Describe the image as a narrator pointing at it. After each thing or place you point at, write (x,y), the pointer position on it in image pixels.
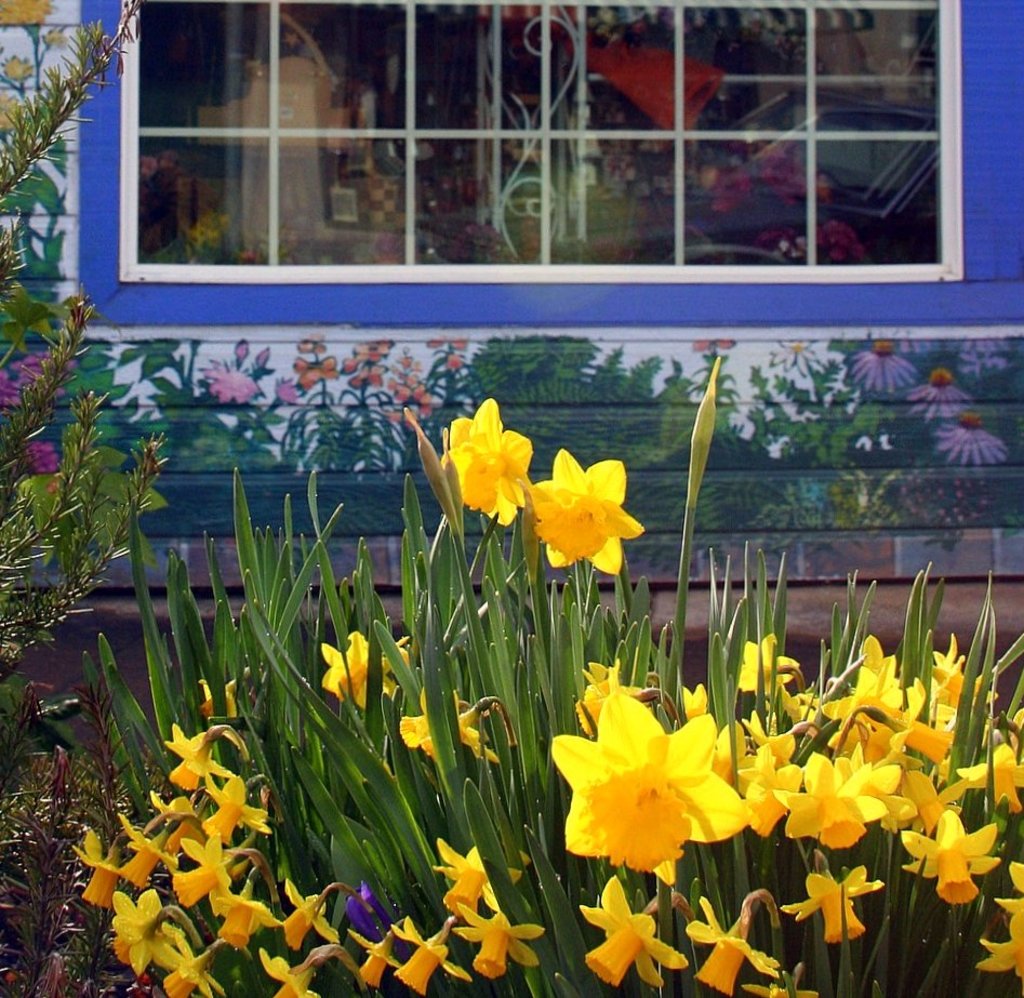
In the image we can see there are yellow colour flowers (922,783) on the plants (443,742). Behind there is window (747,215) on the wall (1003,306) of a building (523,421) and there are paintings (754,515) of plants (356,407) and flowers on the wall (331,435).
